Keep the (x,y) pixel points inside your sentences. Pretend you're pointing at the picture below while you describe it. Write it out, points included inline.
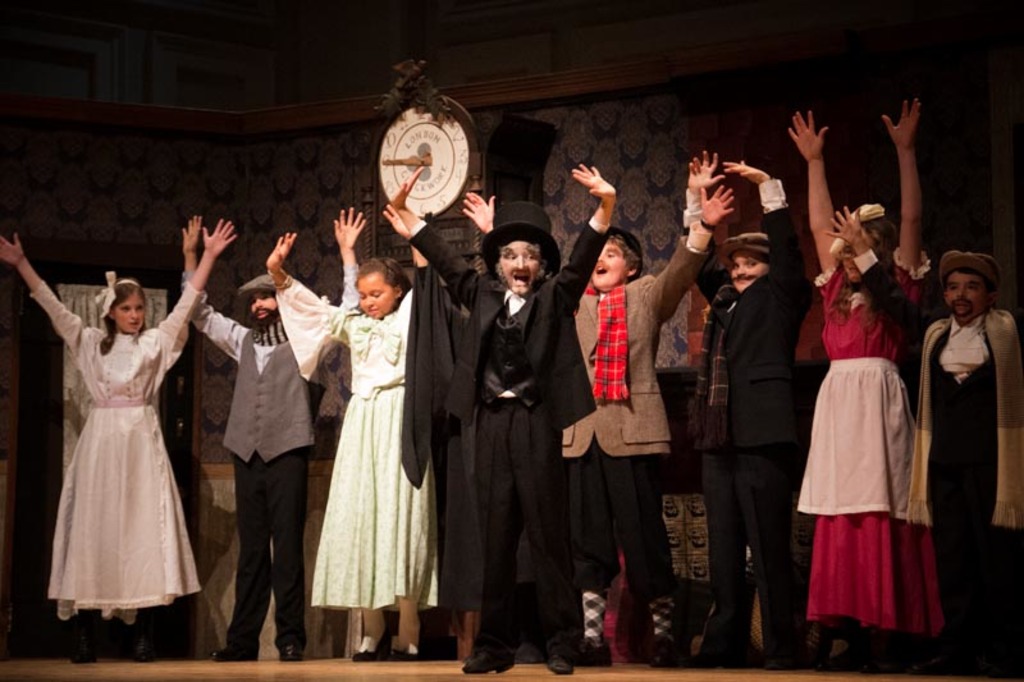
In this image I can see number of children (649,321) are standing and I can see all of them are wearing costumes (464,459). Behind them I can see a clock (451,124).
